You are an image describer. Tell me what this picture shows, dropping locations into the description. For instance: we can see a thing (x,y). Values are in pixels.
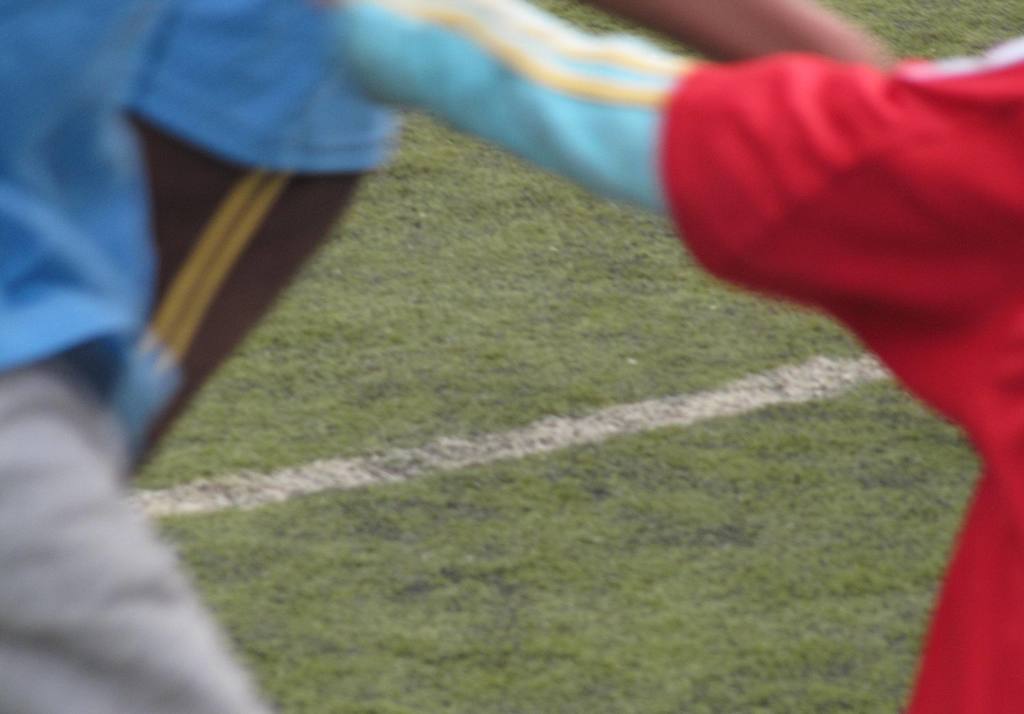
In this picture It looks like there are humans (1004,383) on either side of this image, in the middle (456,288) there is the grass (566,427).
